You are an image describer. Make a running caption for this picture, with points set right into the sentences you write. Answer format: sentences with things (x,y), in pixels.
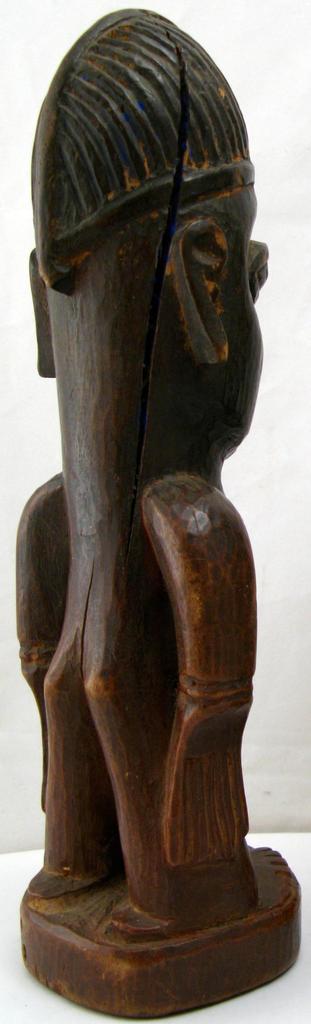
This is the picture of a wooden sculpture (171,587).
